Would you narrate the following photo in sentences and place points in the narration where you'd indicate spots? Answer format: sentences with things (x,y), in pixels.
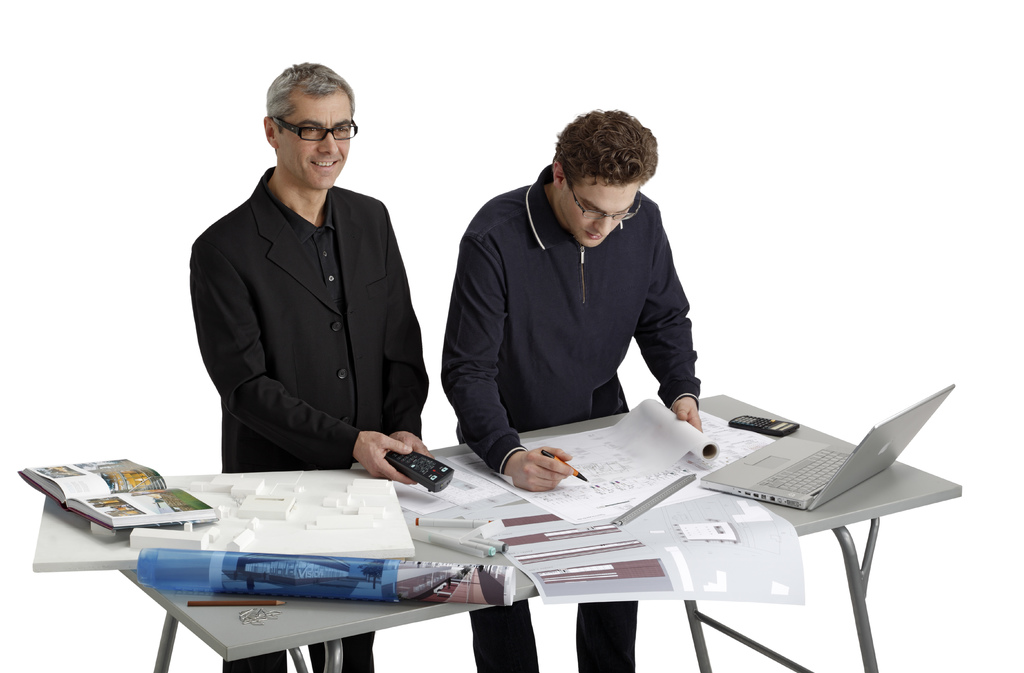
This is a picture of two man (420,396) standing on a floor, in front of the man (604,294) there is a table (896,495) on the table (846,501) there is a paper (661,449), calculator (765,419), laptop (807,478) and book (144,504) and also a pencil (210,605). Background of this people (297,175) is in white color.
